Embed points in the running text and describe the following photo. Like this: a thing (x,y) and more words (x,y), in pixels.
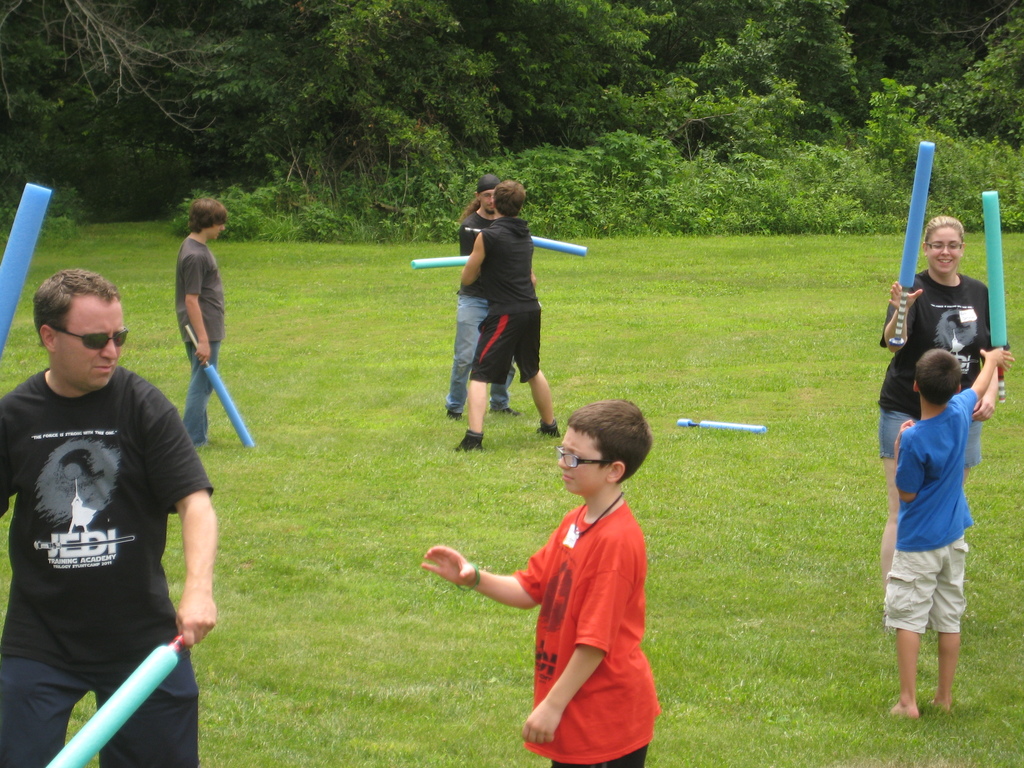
In this image I can see a person (94,512) wearing black t shirt (139,474), black goggles (90,339) and pant (40,727) is standing on the ground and holding few objects (99,722) which are blue in color in his hands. I can see another person (557,596) wearing red t shirt (596,613) and black pant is standing. In the background (460,361) I can see few other persons (484,319) standing and holding few objects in their hands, some grass (651,319) and few trees (414,135).
